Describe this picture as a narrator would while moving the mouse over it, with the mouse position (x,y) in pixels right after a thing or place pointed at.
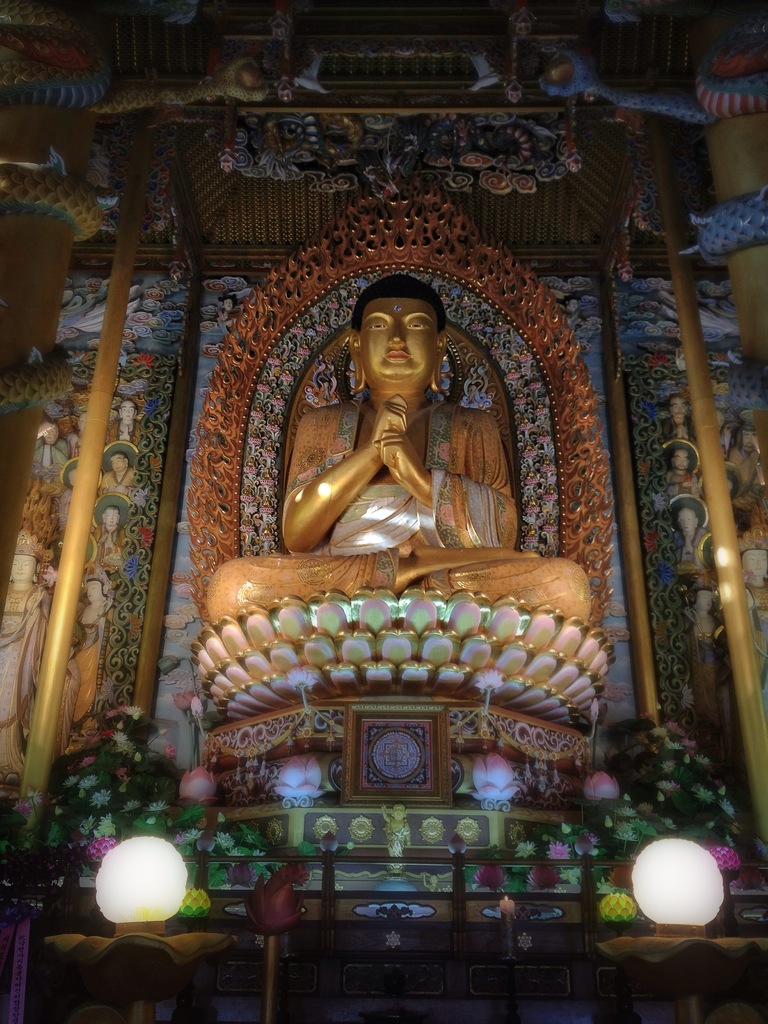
In this picture we can see a statue of Buddha (369,556), at the bottom (671,898) there are two lights (655,885), we can see some flowers (753,878) and leaves (673,802) here.
